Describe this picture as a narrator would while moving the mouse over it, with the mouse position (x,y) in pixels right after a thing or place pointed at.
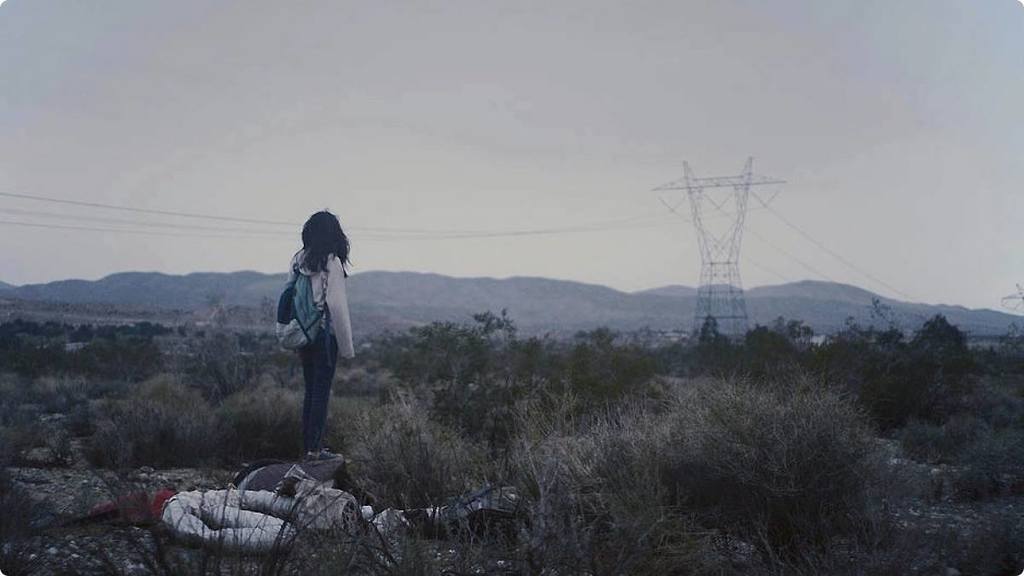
In this picture we can see a woman (319,360) is standing on the ground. On the ground (294,547) there are some objects (266,477). In front of the woman (318,262) there are trees (281,355), hills (486,300) and an electric pole (697,215) with cables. Behind the hills (398,305) there is the sky (548,175).
